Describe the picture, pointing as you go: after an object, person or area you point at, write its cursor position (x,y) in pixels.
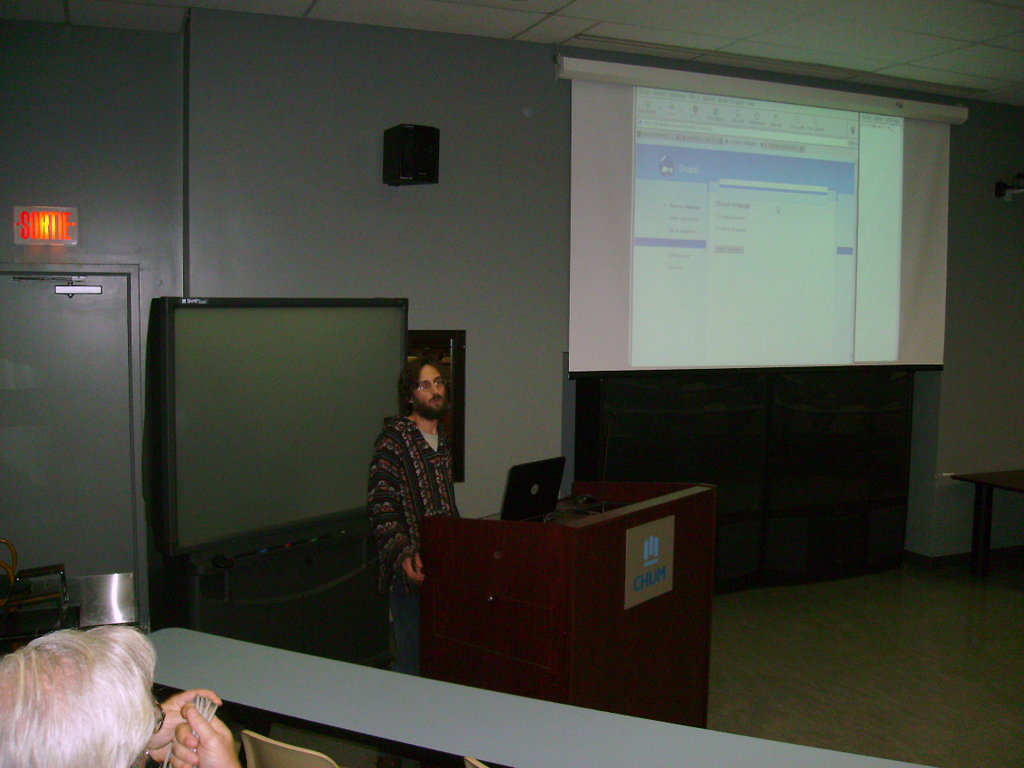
This is an inside view of a room (457,507). In the middle of the image (420,471) there is a man (407,519) standing in front of the podium (460,547). On the podium (495,525) there is a laptop (522,499). In the bottom left-hand corner (82,723) there is a person (76,727) holding an object (204,715) in the hands (175,724). In front of this person (74,712) there are few chairs (263,738) and a table (342,704). On the left side (49,398) there is a door (62,490). At the back of this man (419,471) there is a board (342,447). On the right side (771,215) there is a screen (686,217) on which I can see some text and there is a table (976,499) placed on the floor (853,607). In the background (340,164) there is a wall (247,152).
